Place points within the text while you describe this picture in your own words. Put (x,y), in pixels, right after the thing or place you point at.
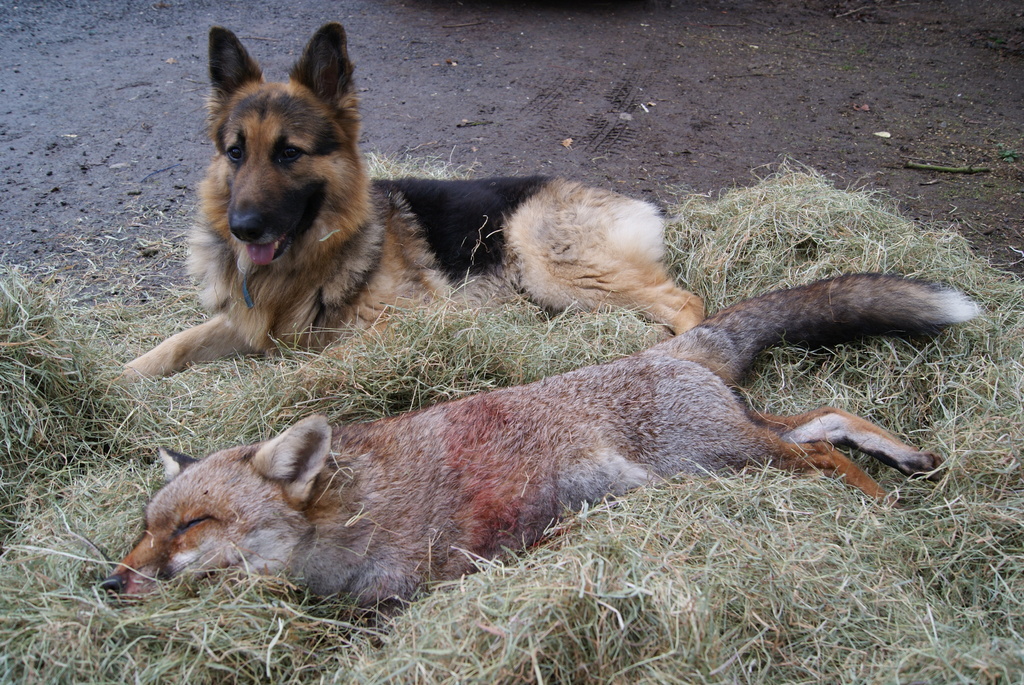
Here I can see a dog (289,285) and a fox (491,541) laying on the hay (722,638). At the top (659,65), I can see the ground (616,72).
